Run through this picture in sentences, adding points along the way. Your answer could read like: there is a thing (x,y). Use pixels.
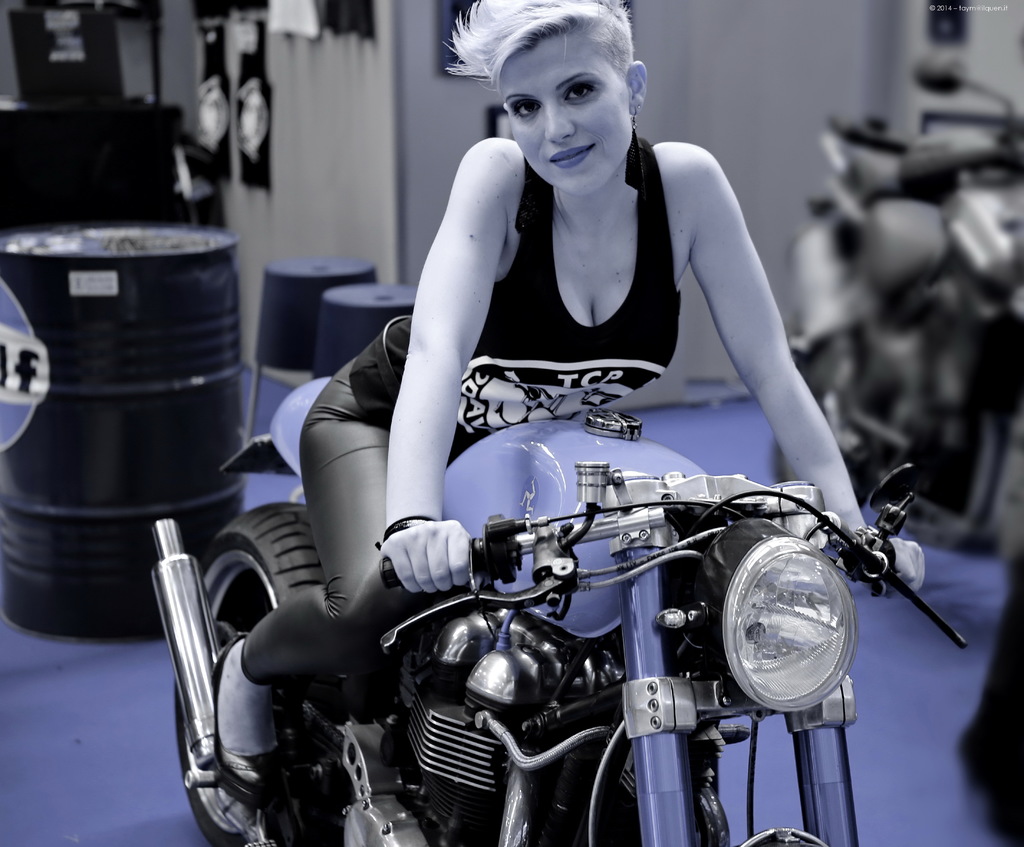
This picture contain a drum (89,287) which is placed on the left corner of the image (138,410). In front of the image, we see woman (455,375) in black t-shirt (391,351) is riding bike (581,665) and she is smiling. Beside her, we see a bike (880,266) and behind her, we see a wall (693,111) which is white in color and we even see two stools (342,290) and beside that, we see curtain (294,133).
